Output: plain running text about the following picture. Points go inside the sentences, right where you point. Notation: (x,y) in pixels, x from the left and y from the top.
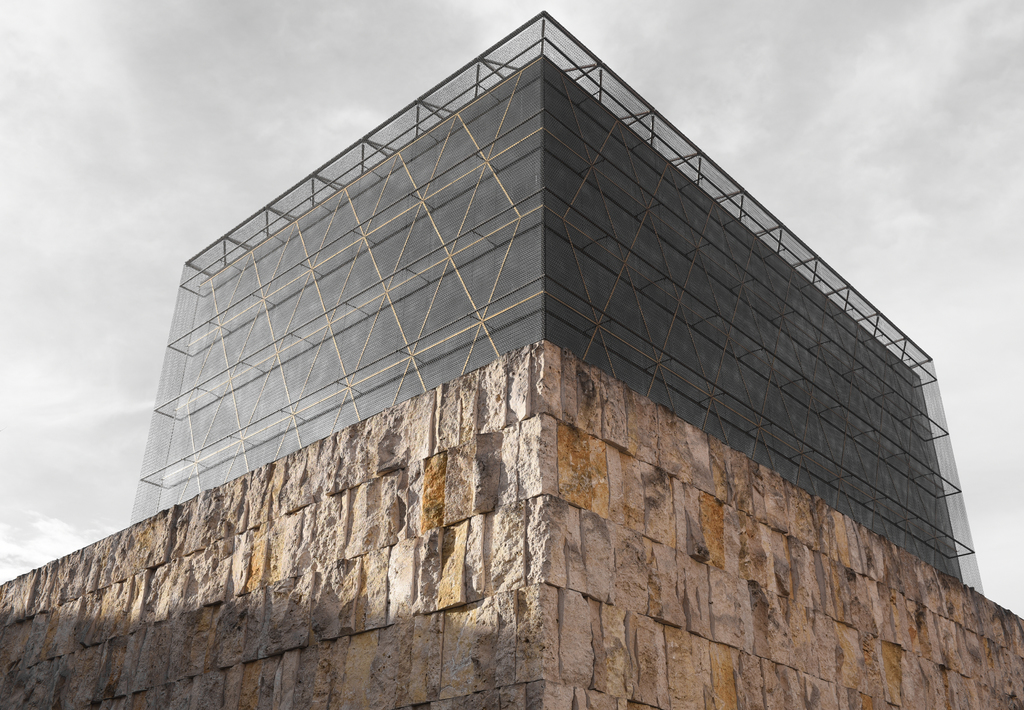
This is the stonewall (484,545) at the down side and this is the glass building (462,266), at the top (275,99) it's a cloudy sky (243,98).
